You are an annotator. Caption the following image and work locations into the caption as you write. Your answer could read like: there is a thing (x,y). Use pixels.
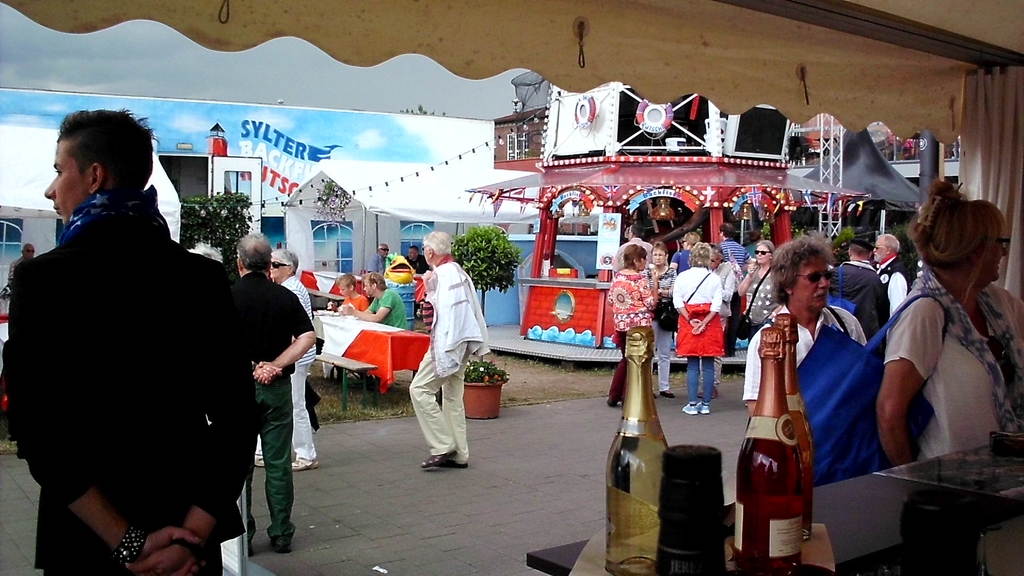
In the left side (143,235) a man (161,366) is standing, in the right side (803,414) these are the wine bottles (738,475), here a woman (901,408) is standing she wore a white color dress (936,351).
